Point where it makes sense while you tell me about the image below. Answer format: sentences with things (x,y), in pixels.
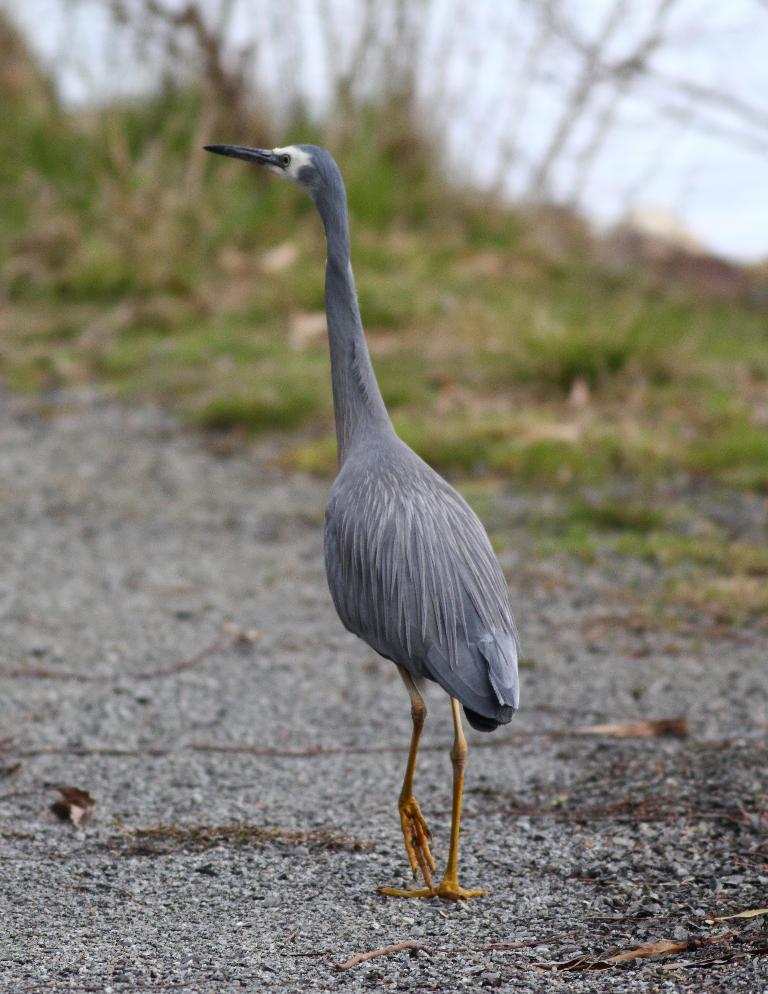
In this picture there is a bird (467,704) on the road (478,950) and the bird (474,513) is in grey color. At the back (412,365) there are plants (115,138) and there is water (460,131). At the bottom (260,871) there is grass (550,539) and there is a road (749,785).
